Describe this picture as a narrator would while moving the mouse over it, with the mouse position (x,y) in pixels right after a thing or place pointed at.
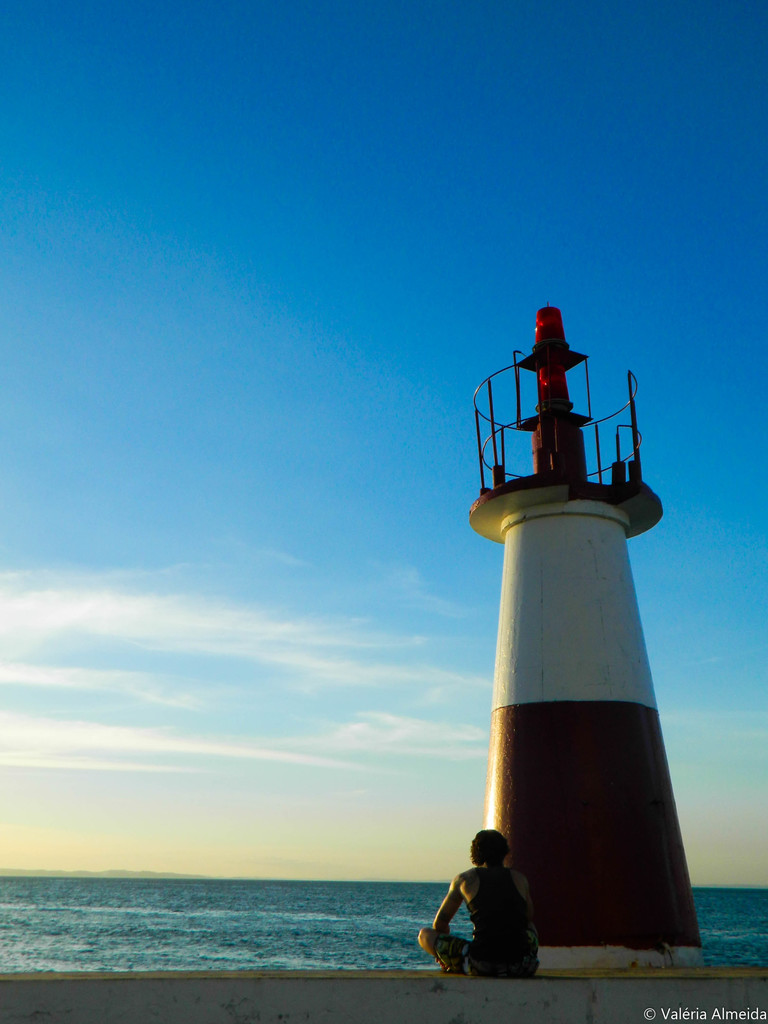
In this image I can see a lighthouse (551,532) and here I can see a person (452,901) is sitting. In the background (328,936) I can see water (327,916), clouds (180,766) and the sky (210,245).
